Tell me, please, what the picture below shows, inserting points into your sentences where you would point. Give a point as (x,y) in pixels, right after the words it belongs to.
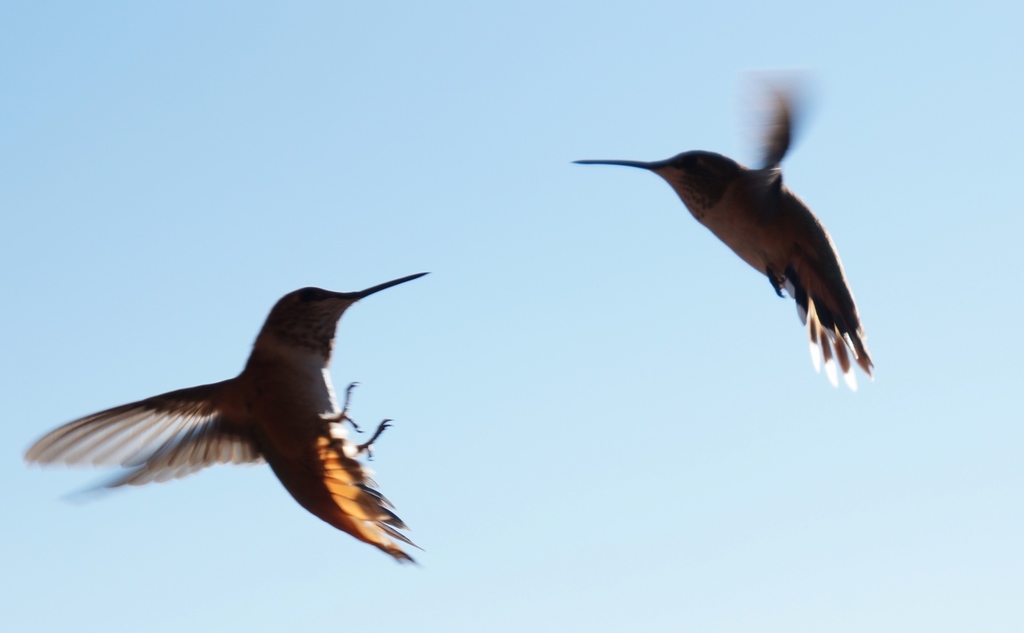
In this image there are two birds (797,286) flying in the air (491,217).
